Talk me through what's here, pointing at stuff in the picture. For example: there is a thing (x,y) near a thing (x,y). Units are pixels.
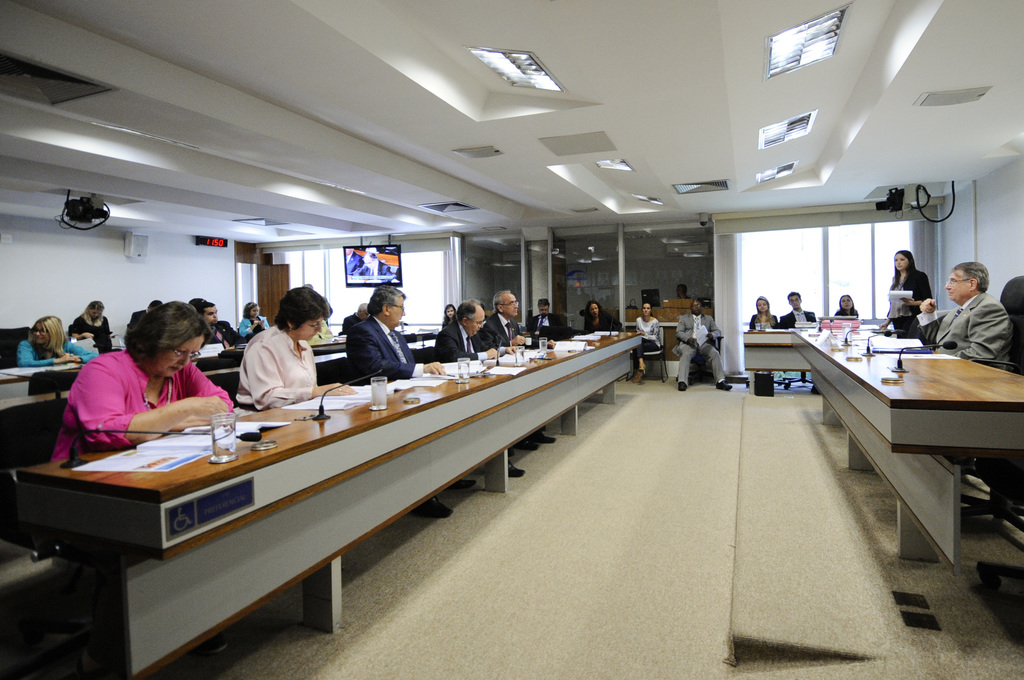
There are people (83,451) sitting on chairs (45,450) and this woman (897,307) standing and holding a book (894,293). We can see microphones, books (138,453), glasses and objects (515,362) on tables (348,412). Background (846,235) we can see wall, glass windows (838,246) and screen (397,270). Top we can see lights (162,137) and projector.
